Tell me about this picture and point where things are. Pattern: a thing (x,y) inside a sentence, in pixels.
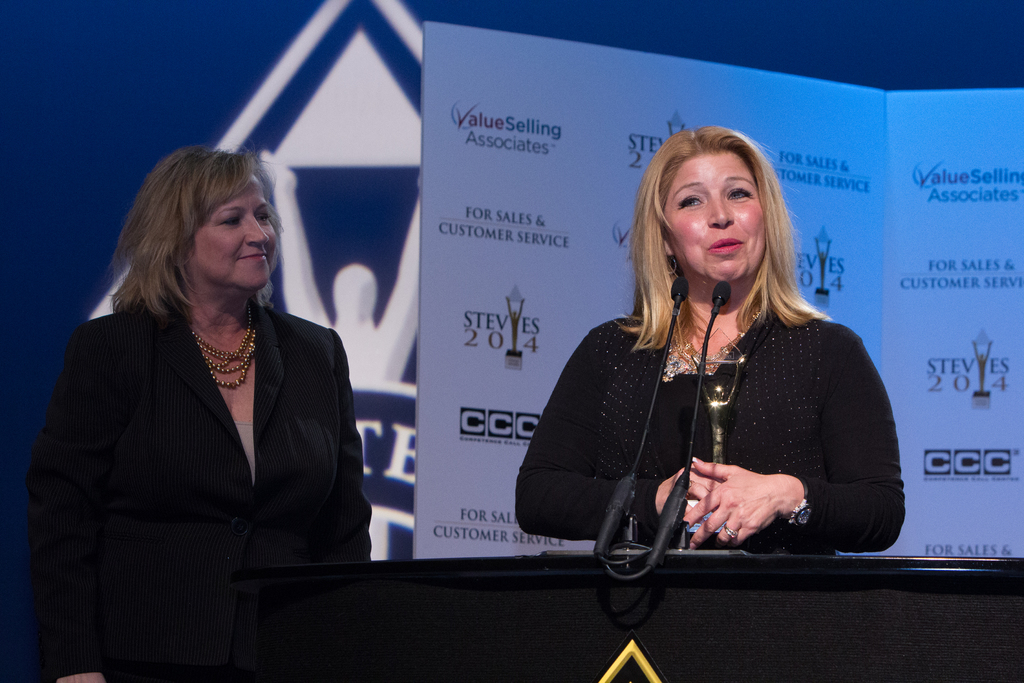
This picture is clicked inside. On the left (130,246) there is a woman (133,302) smiling and standing. On the right (736,313) there is a other woman (807,430) wearing black color dress (811,445), holding an object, standing and seems to be talking and there are two microphones (720,287) attached to the podium (664,577). In the background (556,77) we can see the banners (553,194) on which we can see the pictures (394,316) and the text (392,480).
